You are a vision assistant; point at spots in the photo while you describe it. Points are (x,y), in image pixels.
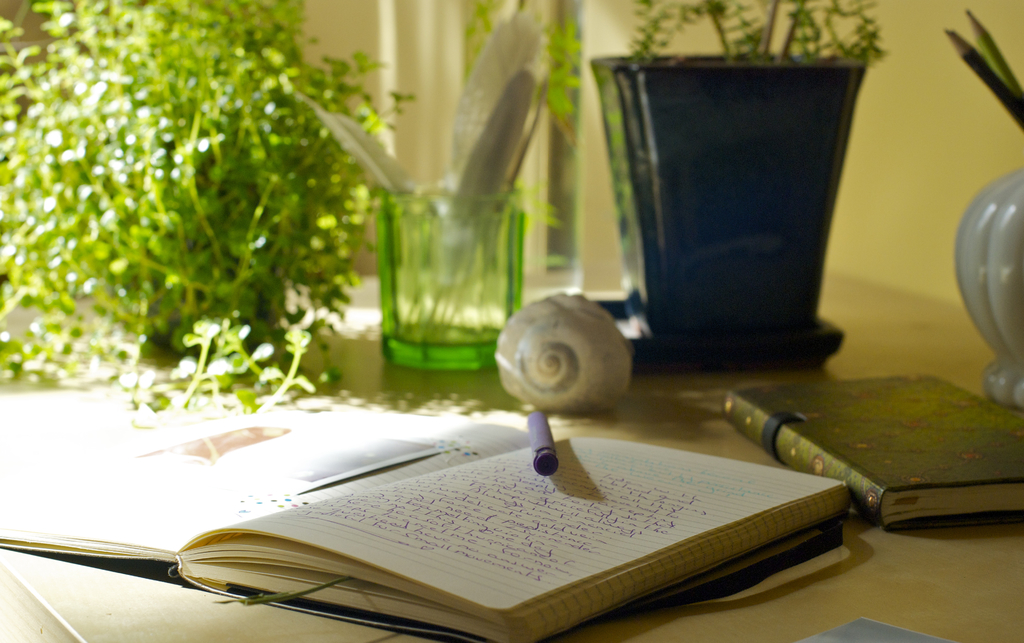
In this picture there is a pen (532,460), books (814,429), flower vase (721,274), glass (481,282), plant (259,270), shell (534,351) on the table (586,417).
